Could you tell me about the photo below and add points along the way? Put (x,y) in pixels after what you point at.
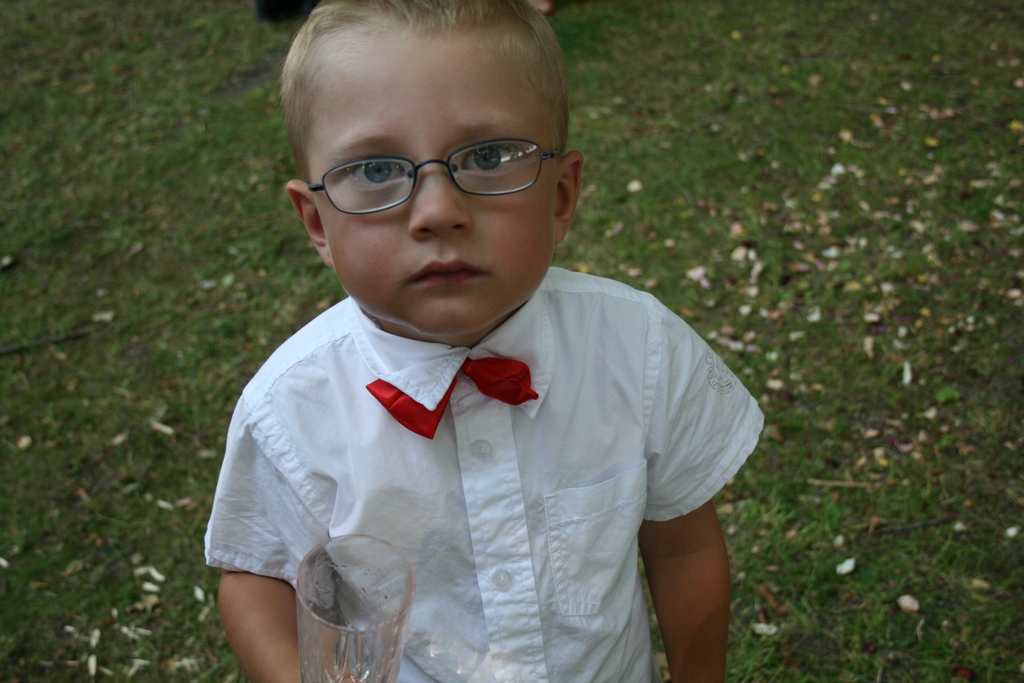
In the picture we can see a boy (304,537) standing on the grass surface (72,148) and holding a glass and he is with white shirt (510,485) and red color tie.
